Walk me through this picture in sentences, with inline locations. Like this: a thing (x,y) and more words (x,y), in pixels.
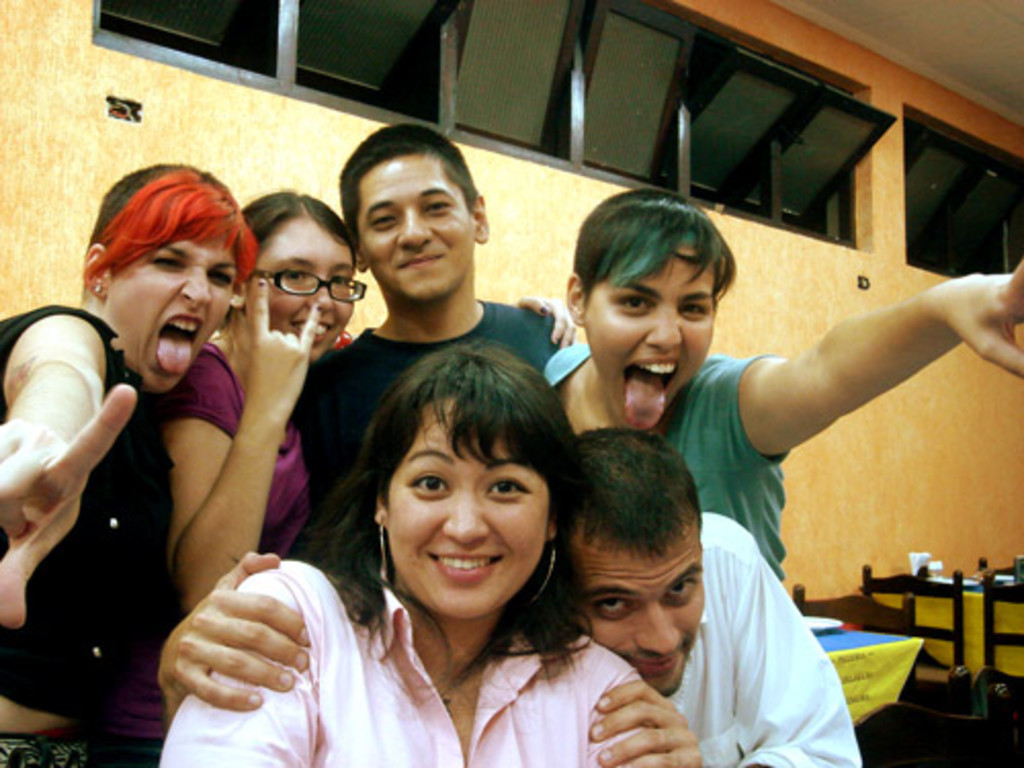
In this image, I can see four persons (650,343) standing and two persons (505,751) sitting. At the bottom right side of the image (903,662), I can see tables (895,640) and chairs (1022,593). In the background (549,188), there are windows (231,60) to the wall (863,250).
